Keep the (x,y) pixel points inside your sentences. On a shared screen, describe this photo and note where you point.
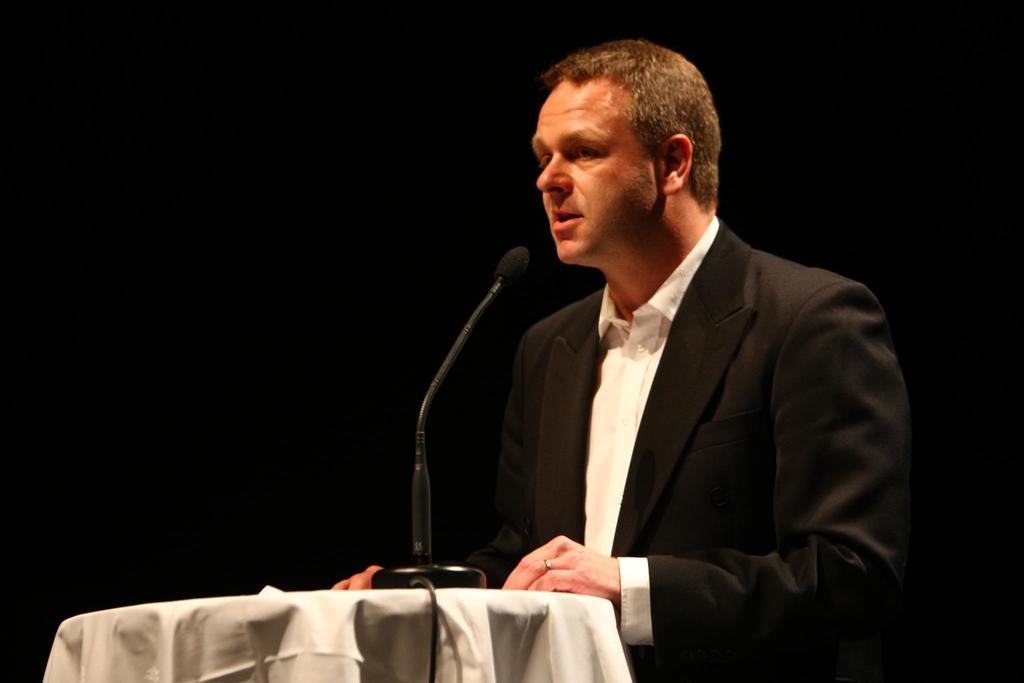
In the picture we can see table (401,596), mic (469,323), cable (432,644) and a person (696,467). The person (601,242) is talking. The background (83,405) is black.
